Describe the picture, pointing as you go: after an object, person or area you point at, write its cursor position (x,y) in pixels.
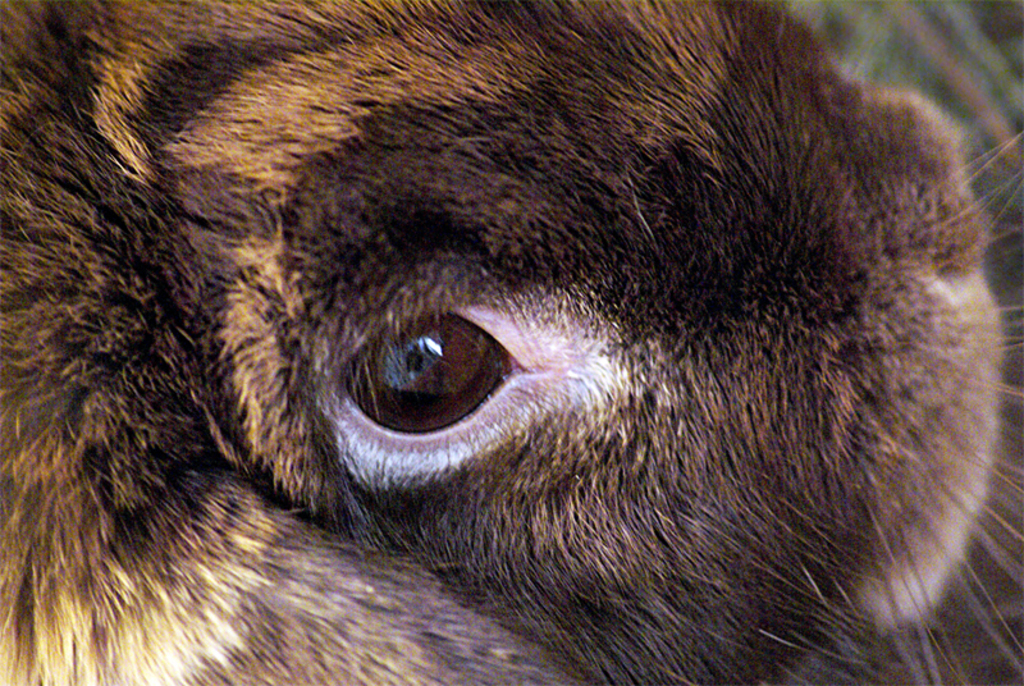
In this picture I can see an eye (409,362) of an animal (458,303) and I can see the fur (497,299), which is of brown color.
